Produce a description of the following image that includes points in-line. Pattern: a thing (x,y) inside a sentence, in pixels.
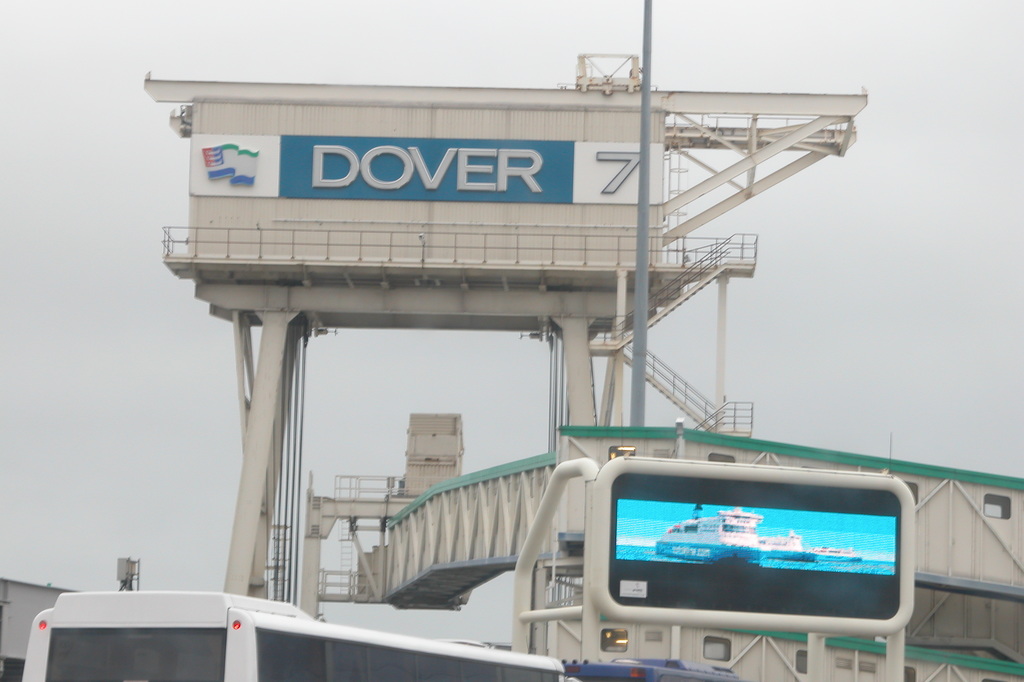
In this picture we can see a bus (219,631) on the path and on the right side of the bus (334,638) there is a screen (669,566) and behind the bus (315,669) there is a name board (372,168) and this place is a "Port of Dover". Behind the board (403,174) there is a sky (959,339).
